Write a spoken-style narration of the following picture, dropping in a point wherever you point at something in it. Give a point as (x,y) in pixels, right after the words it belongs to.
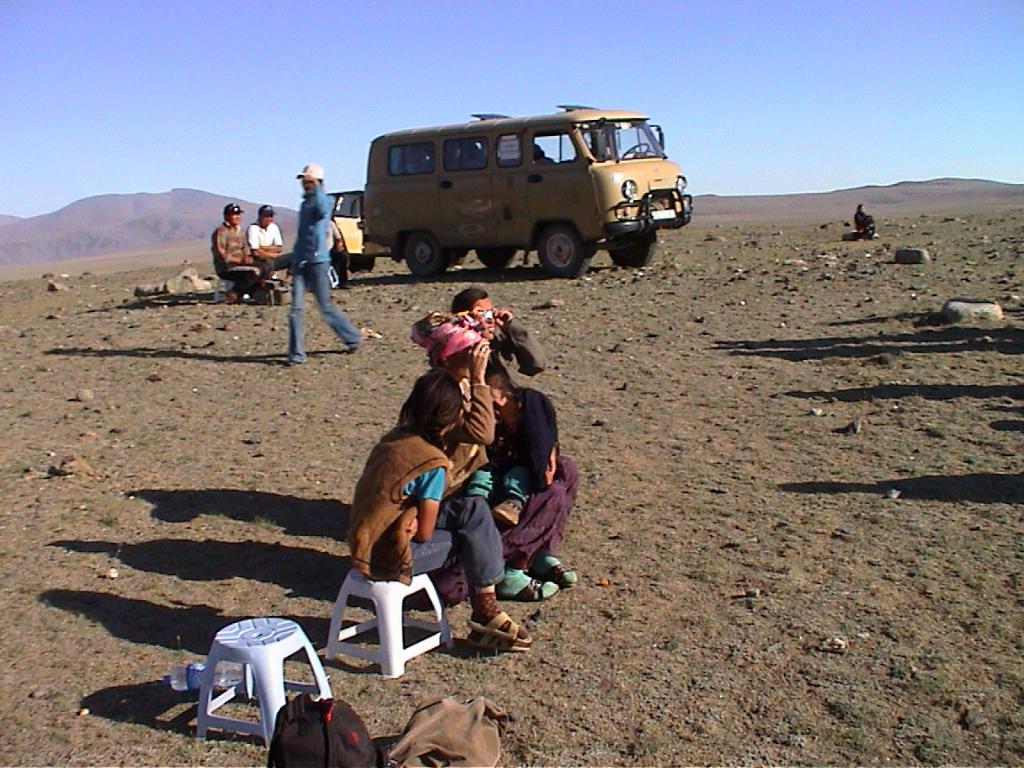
In this image we can see there are two vehicles (439,260), some people (472,438) are sitting on the chair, one person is walking who wears a blue shirt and there are some bags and a water bottle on the ground (372,401).
